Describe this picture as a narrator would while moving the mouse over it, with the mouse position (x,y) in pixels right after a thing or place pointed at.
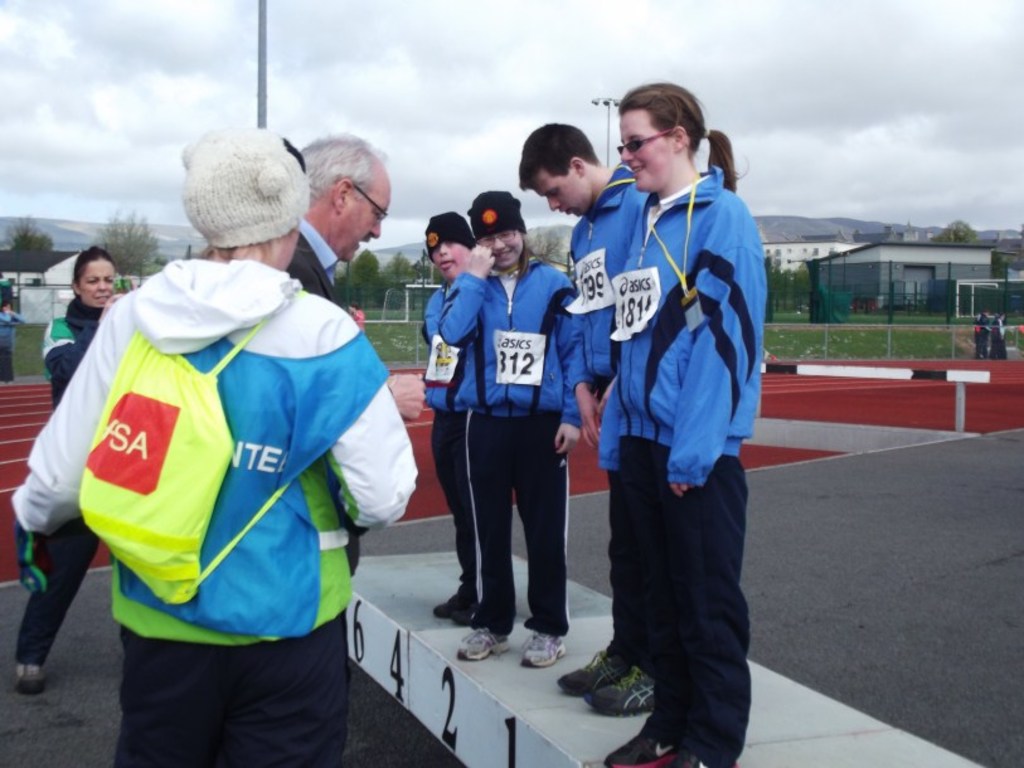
In the foreground of the picture (357,380) there are people (362,390). In the background (57,228) there are trees (126,249), houses (65,259), hills (4,234), ground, fencing (1006,314). In the center of the picture (459,313) there are people (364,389) and a running track (20,422). Sky (357,57) is cloudy.
